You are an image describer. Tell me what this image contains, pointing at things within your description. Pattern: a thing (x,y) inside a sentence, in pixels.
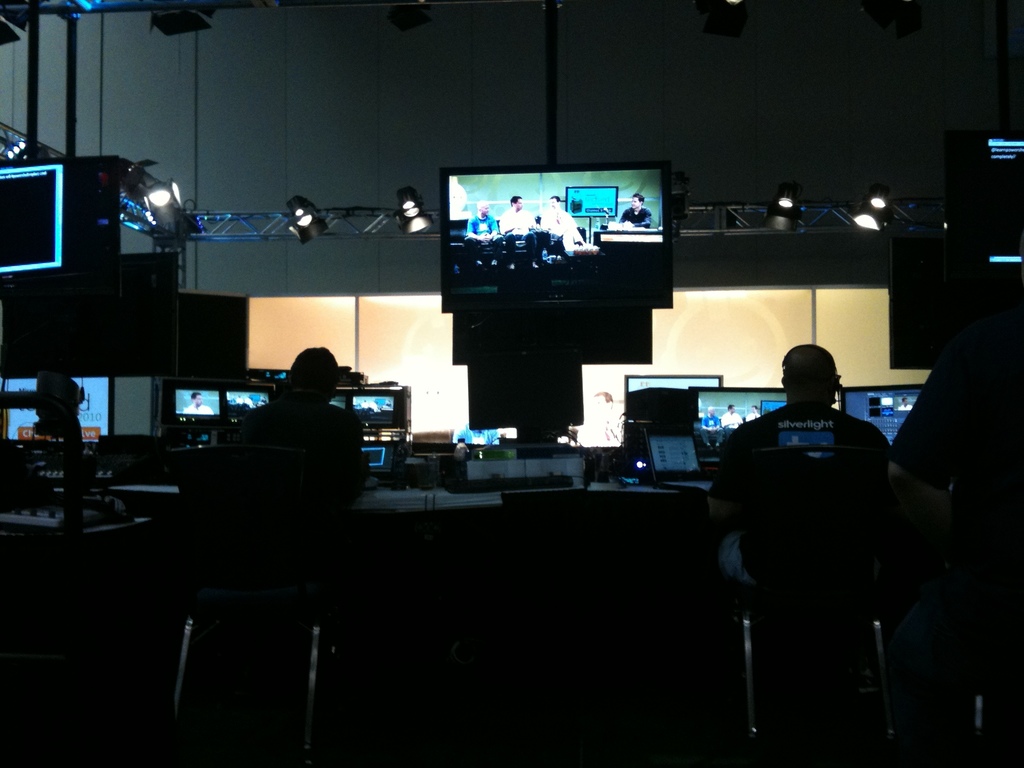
In this image we can see two persons (312,444) sitting on chairs (851,549). There is a person (965,563) standing. In the back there are many screens (1,203). Also there are lights (400,221). And there are stands (139,208) and few other items (392,431). In the background (329,148) there is a wall (338,77).
